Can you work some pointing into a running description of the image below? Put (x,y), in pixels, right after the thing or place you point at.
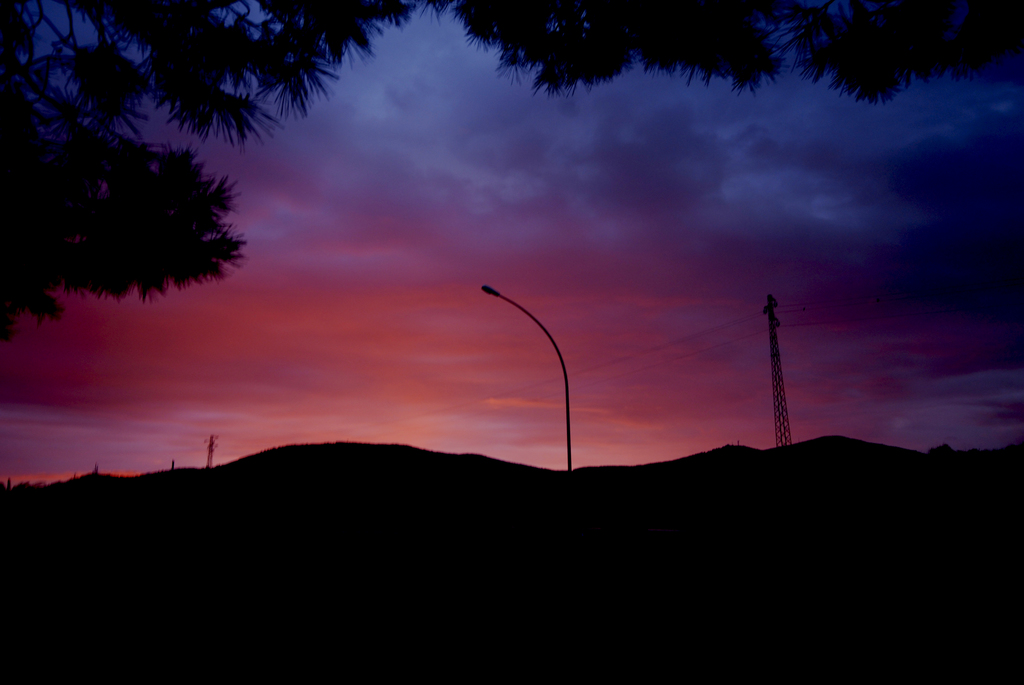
In the center of the image (568,436) we can see light pole (530,315), metal frames (781,396) with cables (783,310). In the background (830,497), we can see mountains (801,477), trees (881,22) and the cloudy sky (563,248).
